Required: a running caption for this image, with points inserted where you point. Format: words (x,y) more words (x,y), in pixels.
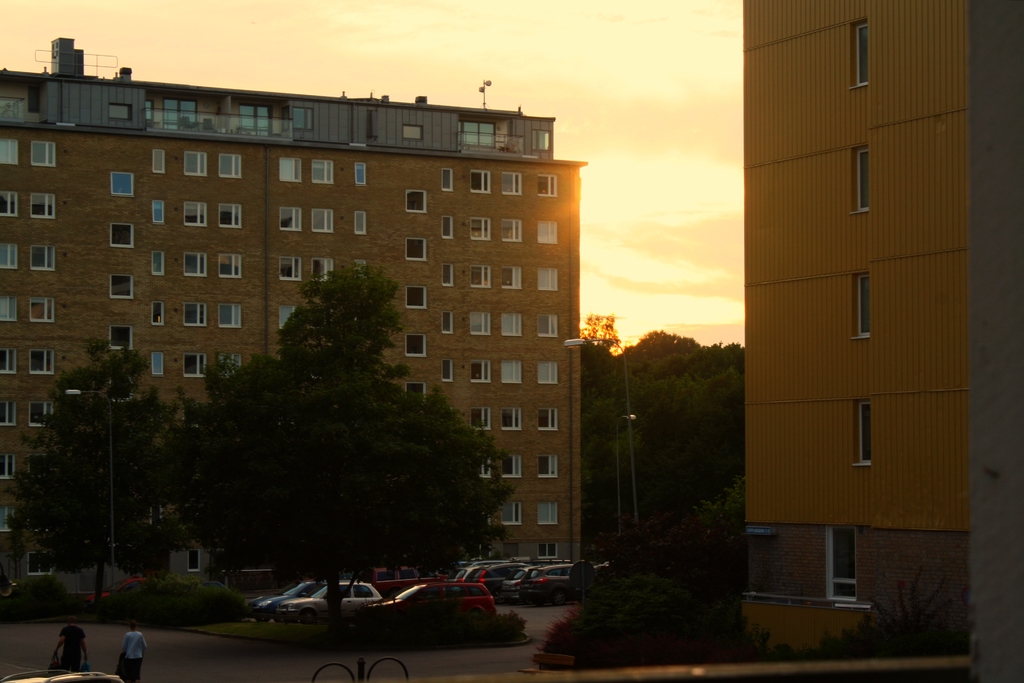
There are two buildings (954,205), the first building (75,303) has a lot of windows (358,230) and in front of the building (522,544) many cars (400,599) are parked in the parking area (448,580) and there are a lot of trees (38,437) around that place, two people (76,650) are walking on the road (213,670) in front of the parking area (318,579).
